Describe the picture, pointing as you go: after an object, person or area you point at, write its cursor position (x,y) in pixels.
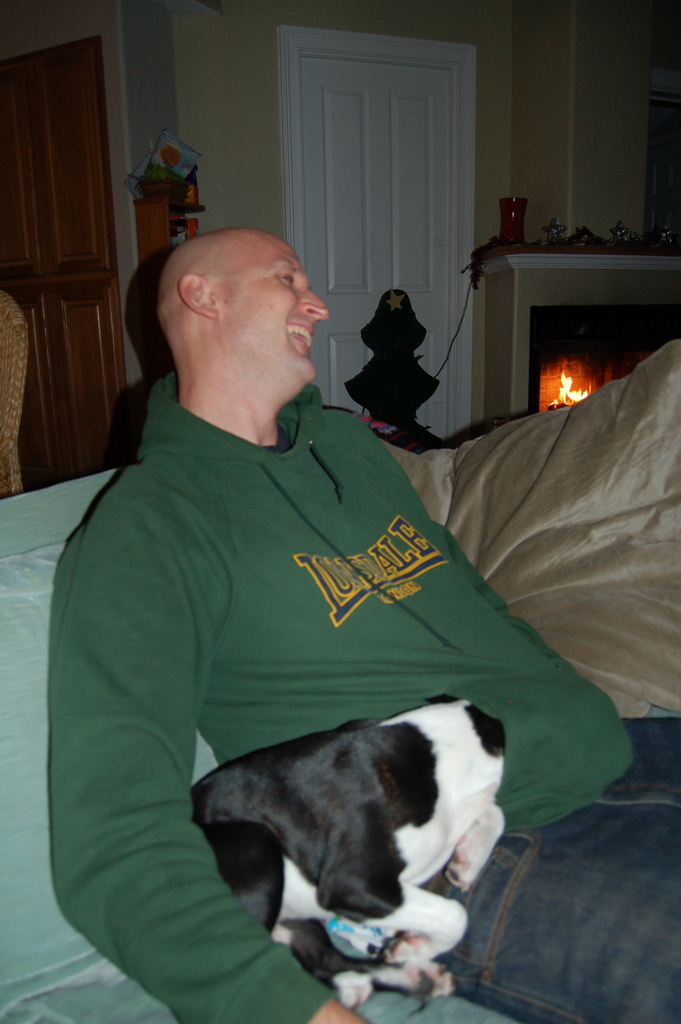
In this image, we can see a person (351,583) and dog (392,826) on the sofa (10,624). There is a fireplace (552,310) on the right side of the image (583,336). There is door (405,125) at the top (413,106) and on the left side of the image (74,332).
